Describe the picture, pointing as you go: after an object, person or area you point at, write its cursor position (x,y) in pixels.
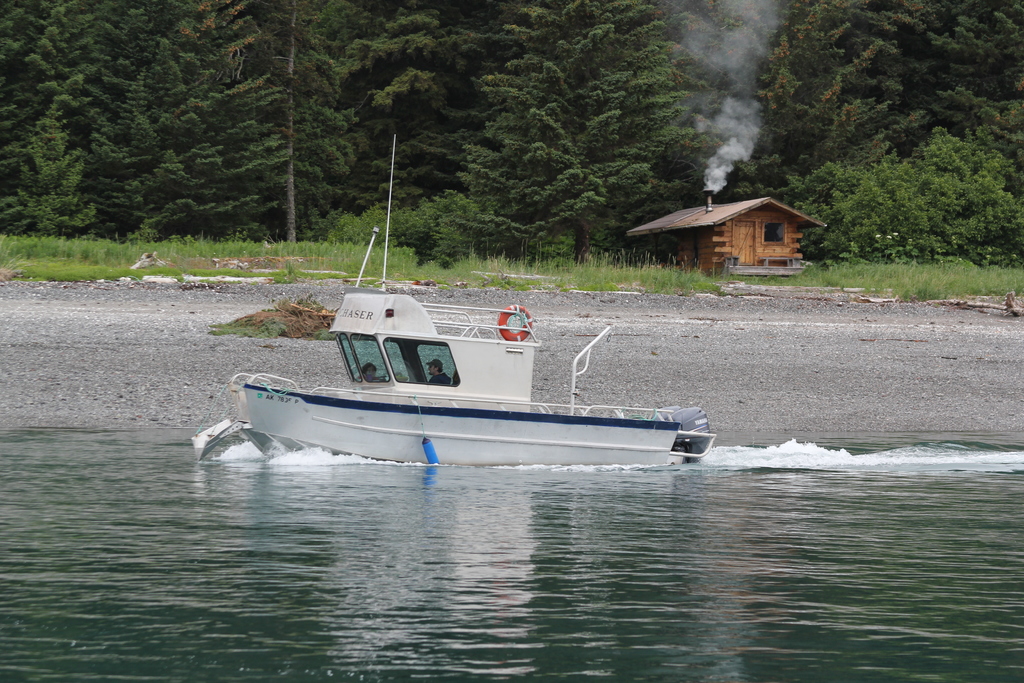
In this image in the foreground (462,521) there is a water body (503,577). On it there is a boat (408,414). Inside the boat (414,370) there are few people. In the background (719,228) there is a hut (745,228). Smoke (715,179) is coming out of the chimney (713,192). There are trees (280,129) in the back (251,124).
